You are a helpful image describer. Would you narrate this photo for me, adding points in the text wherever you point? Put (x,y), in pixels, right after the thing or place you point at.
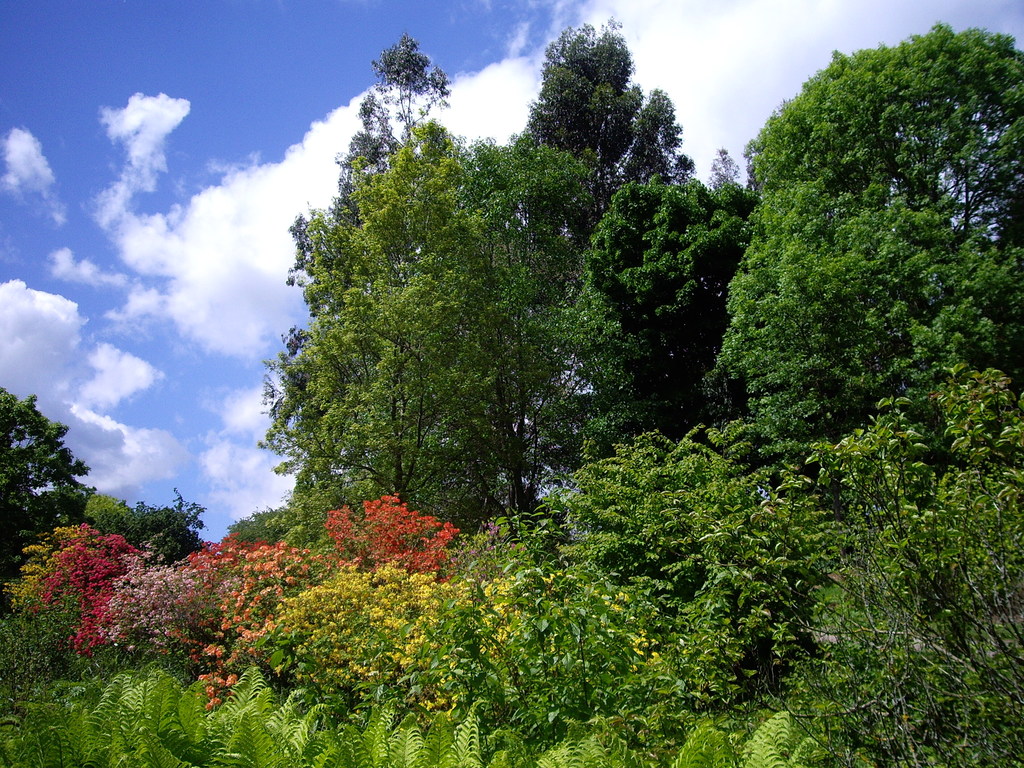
In this picture we can see many trees (789,443). At the bottom (603,690) we can see plants (325,688) and grass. On the left (323,612) we can see flowers (294,575) on the plant (334,573). At the top (474,139) we can see sky (144,274) and clouds (226,278).
